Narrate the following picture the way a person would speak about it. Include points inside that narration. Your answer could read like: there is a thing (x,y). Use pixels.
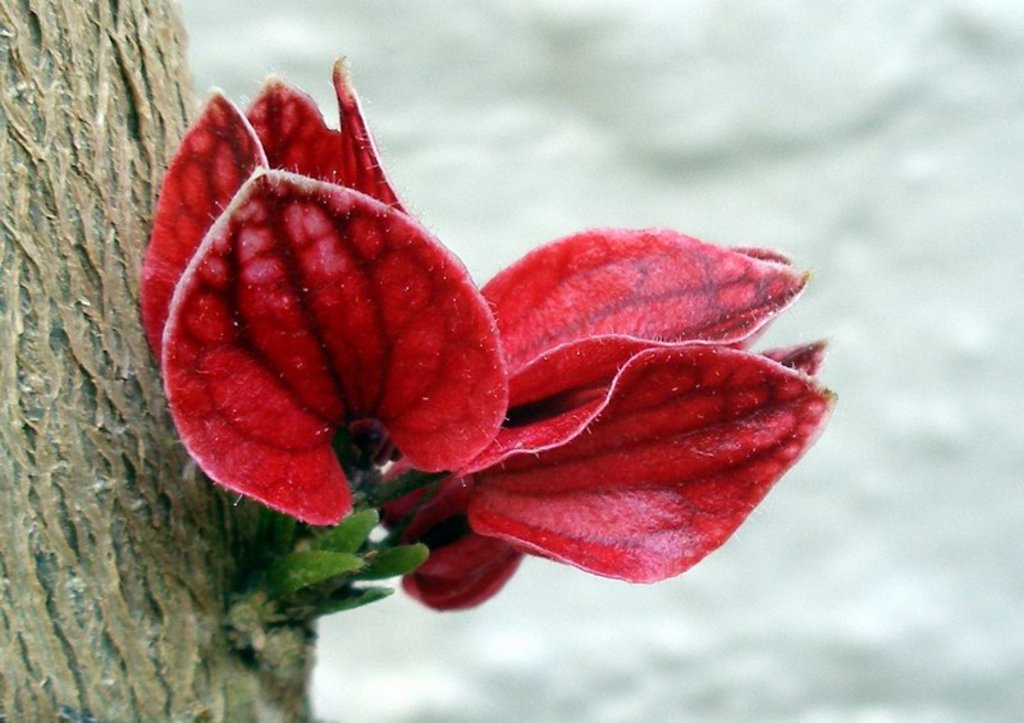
As we can see in the image there is a tree stem (10,102) and red color leaves (428,383). The background (508,130) is blurred.
